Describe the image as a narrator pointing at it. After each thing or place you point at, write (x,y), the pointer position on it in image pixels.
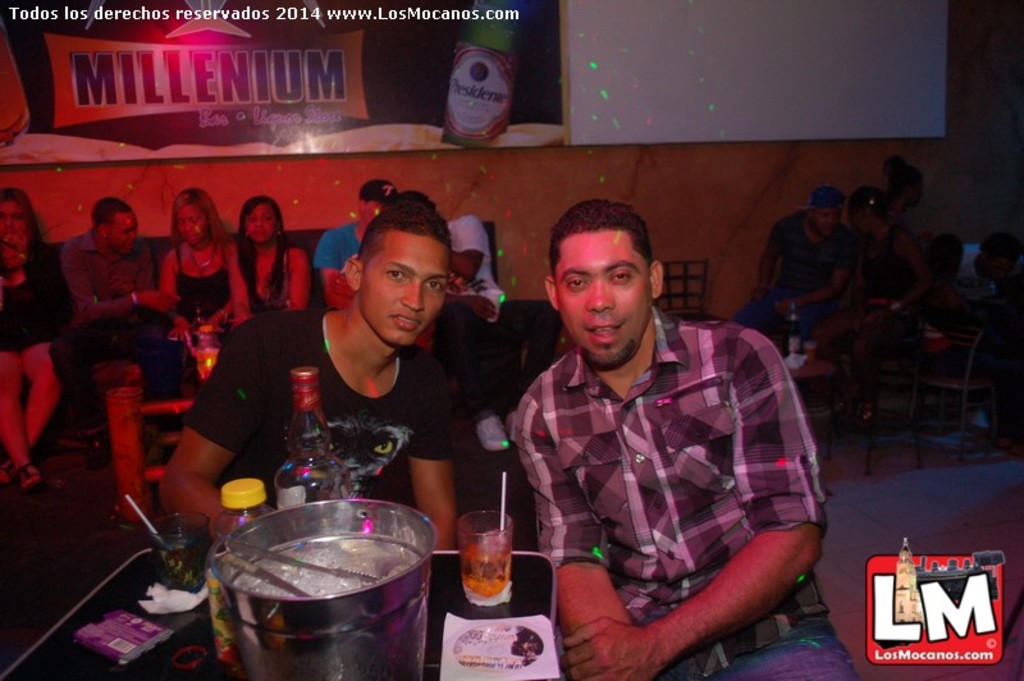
In this picture there are group of people (590,371) sitting. In the foreground (365,526) there are glasses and bottles (317,452) and objects (272,590) on the table (204,641). At the back (627,37) there are objects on the table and there are chairs (944,370) and there are boards (58,103) on the wall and there is text (242,117) and there is a picture of a bottle (477,134) on the board (484,57). At the top left (225,13) there is text (65,13). At the bottom (880,506) there is a floor (871,516). At the bottom right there is text (901,656).
